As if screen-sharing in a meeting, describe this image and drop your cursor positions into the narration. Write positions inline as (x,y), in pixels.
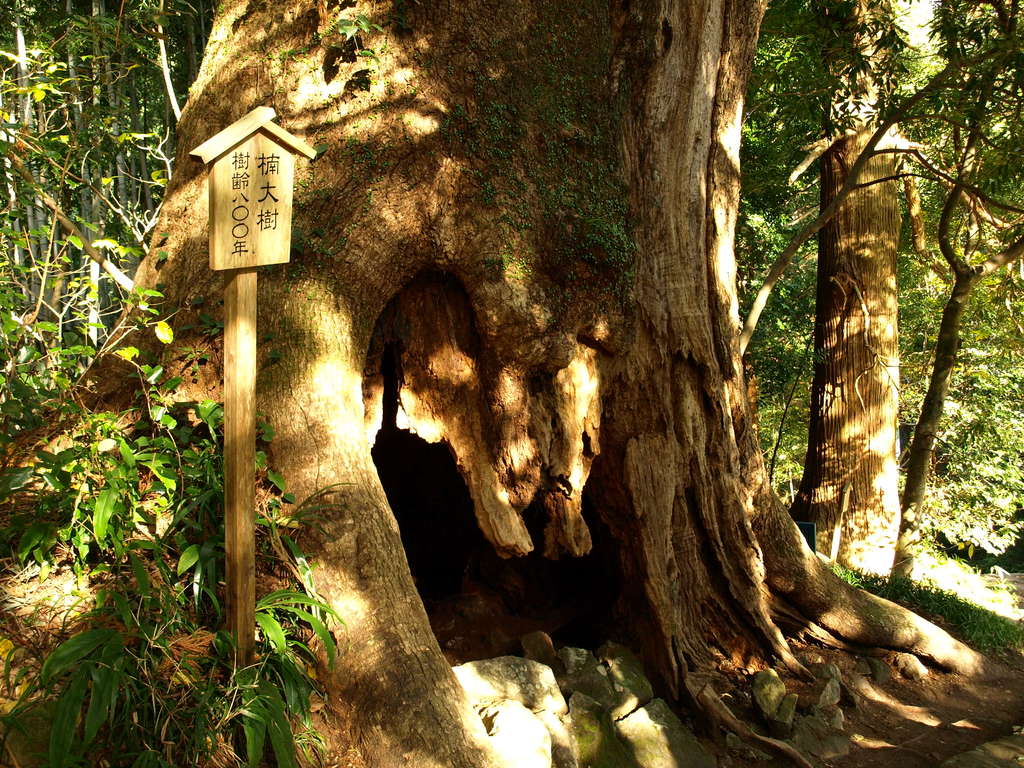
In this image we can see a board (273,205) with some text (273,206) is placed on the pole (244,325). In the background (1004,302) we can see a group of trees (401,205).
